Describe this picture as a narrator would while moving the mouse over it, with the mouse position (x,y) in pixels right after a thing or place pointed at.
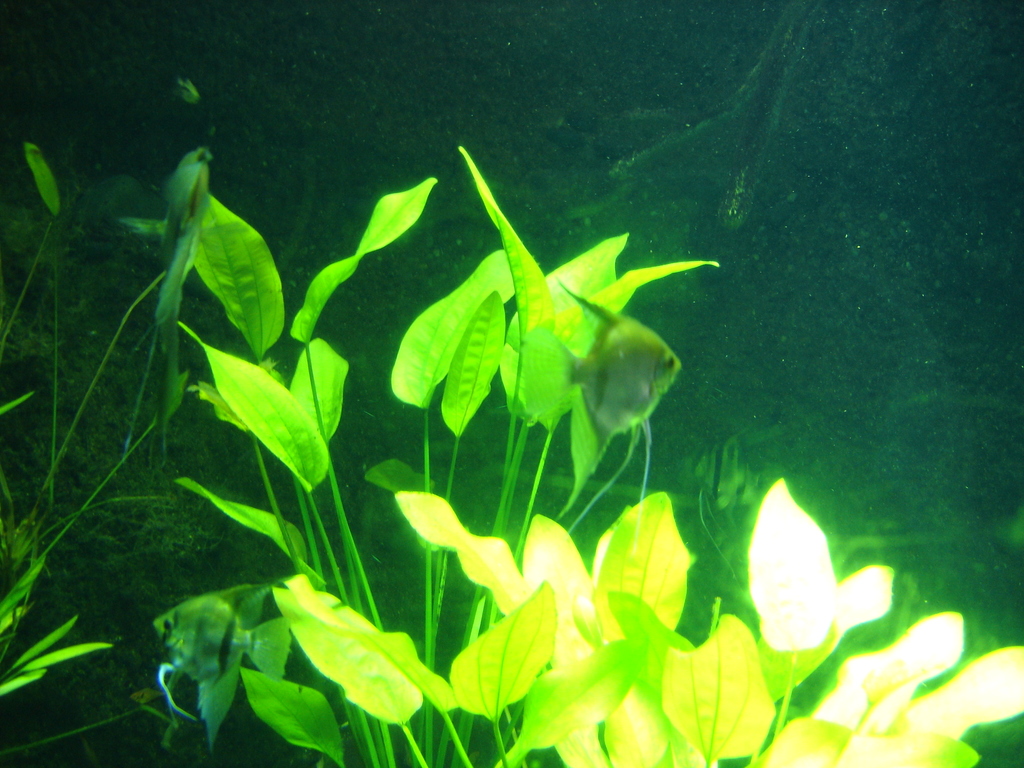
In the center of this picture (540,465) we can see the leaves (323,347) and the fishes (232,629) seems to be swimming in the water (976,159). In the background (176,564) we can see some other objects (51,647).
